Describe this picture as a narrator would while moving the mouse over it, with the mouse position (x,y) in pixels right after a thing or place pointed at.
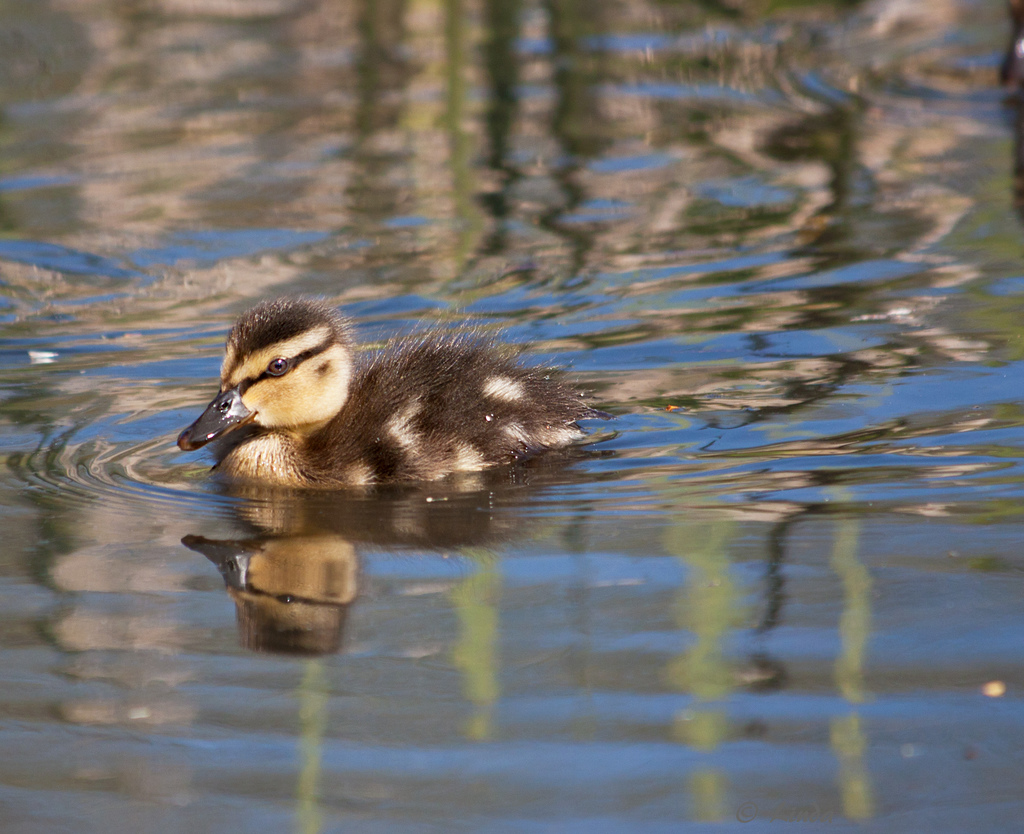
We can see water (623,307) and bird (319,418).
